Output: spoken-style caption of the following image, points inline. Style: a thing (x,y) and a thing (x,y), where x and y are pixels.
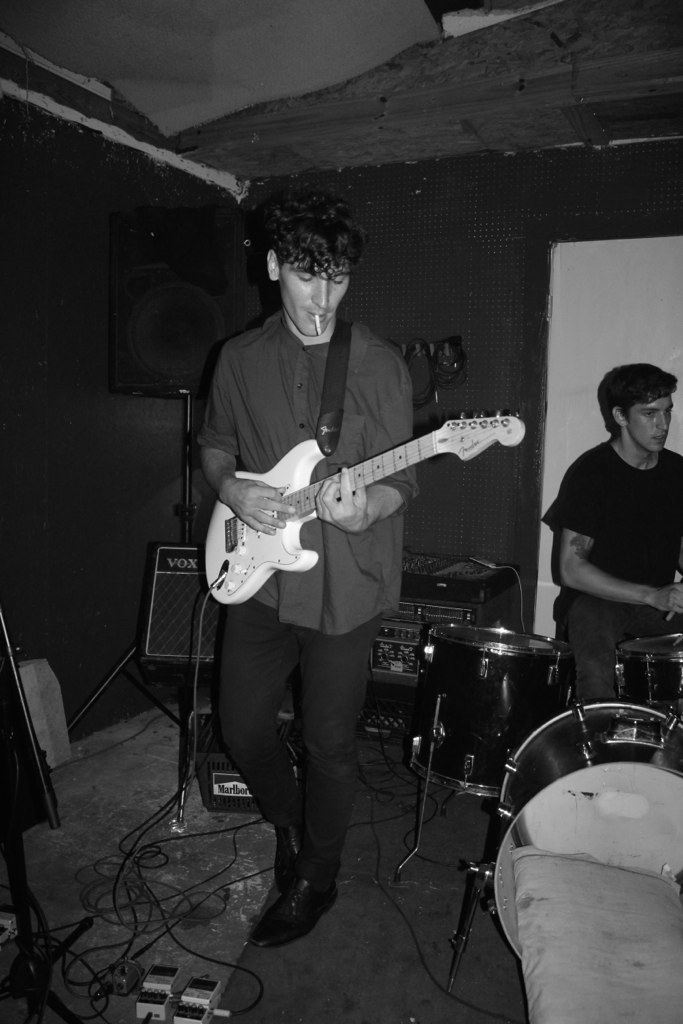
In this image there are two persons (583,583), one is standing and playing guitar (295,554) and other person (593,596) sitting and playing drums (644,735). At the back (183,592) there is a speaker (150,292), and devices (421,567) and at the bottom (134,915) there are wires (137,909).
